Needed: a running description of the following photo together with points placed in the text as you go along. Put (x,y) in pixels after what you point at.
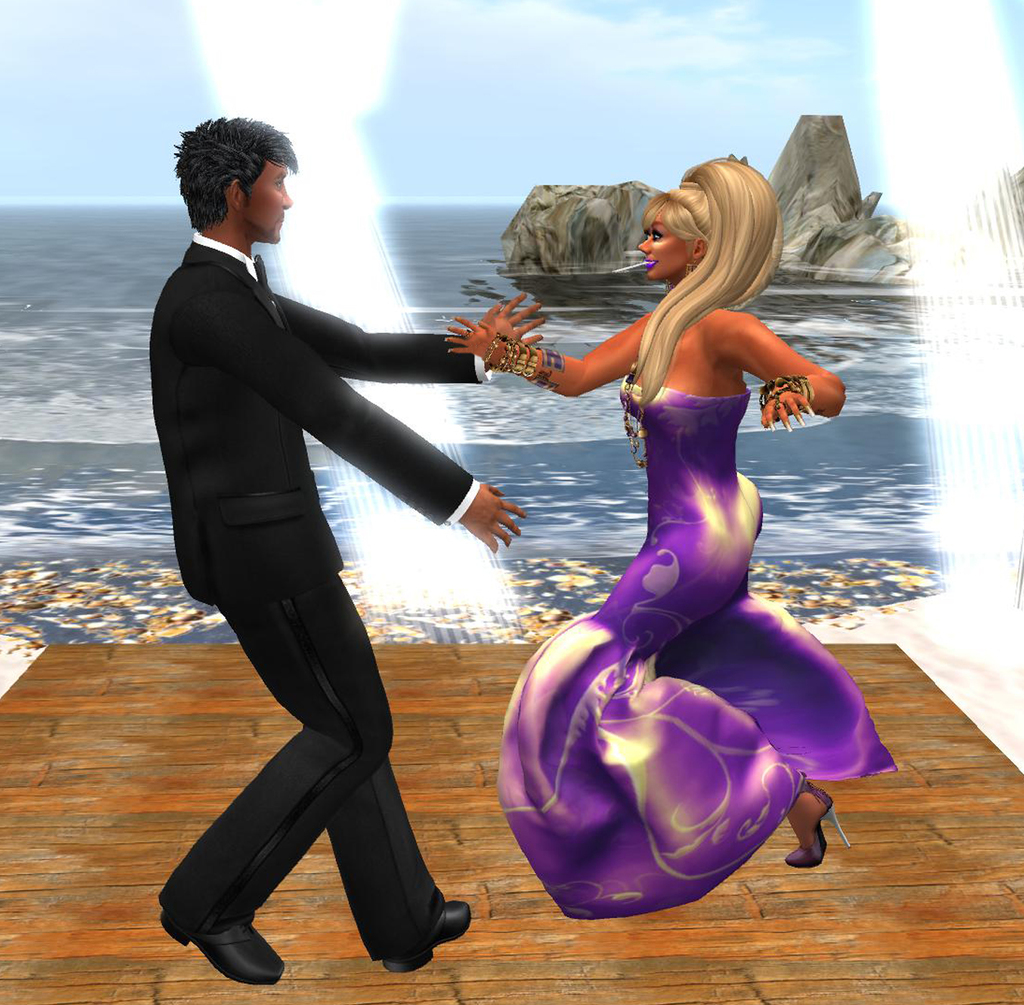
In this image I can see depiction picture where I can see a man (277,961), a woman (658,420), water (603,537) and the sky (540,73).
